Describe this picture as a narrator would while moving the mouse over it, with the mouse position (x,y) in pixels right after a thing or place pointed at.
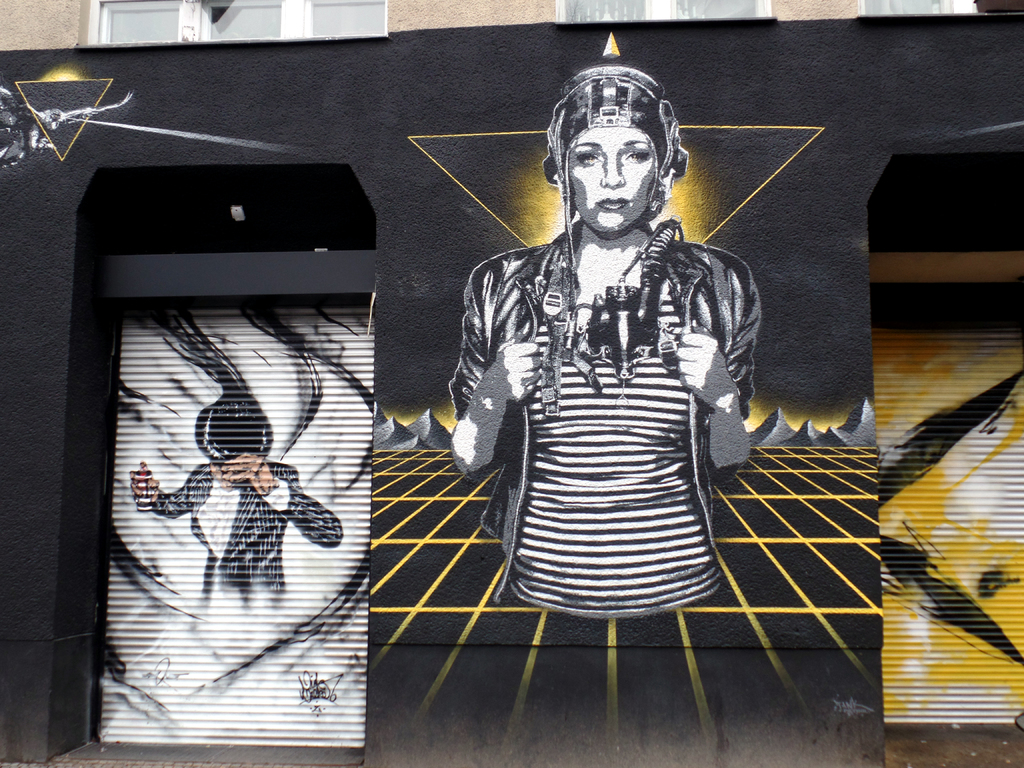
In this image I can see the depiction (551,274) on the wall (408,179).
